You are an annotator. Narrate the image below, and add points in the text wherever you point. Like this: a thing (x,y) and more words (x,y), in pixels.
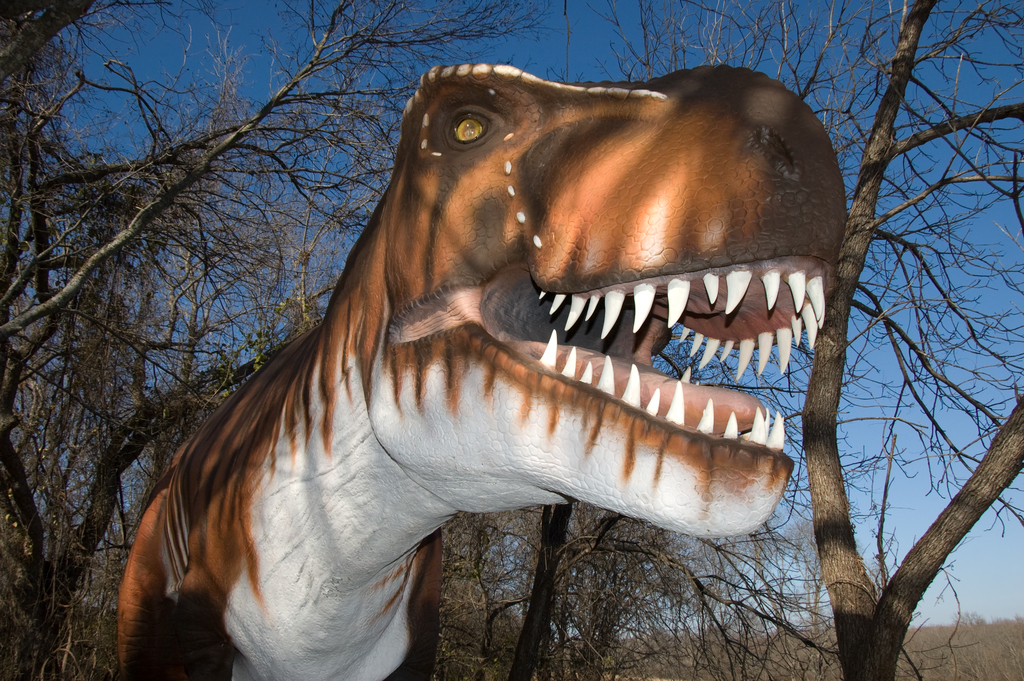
There is a picture of a dinosaur (316,445) and there are few trees (24,88) behind it.
